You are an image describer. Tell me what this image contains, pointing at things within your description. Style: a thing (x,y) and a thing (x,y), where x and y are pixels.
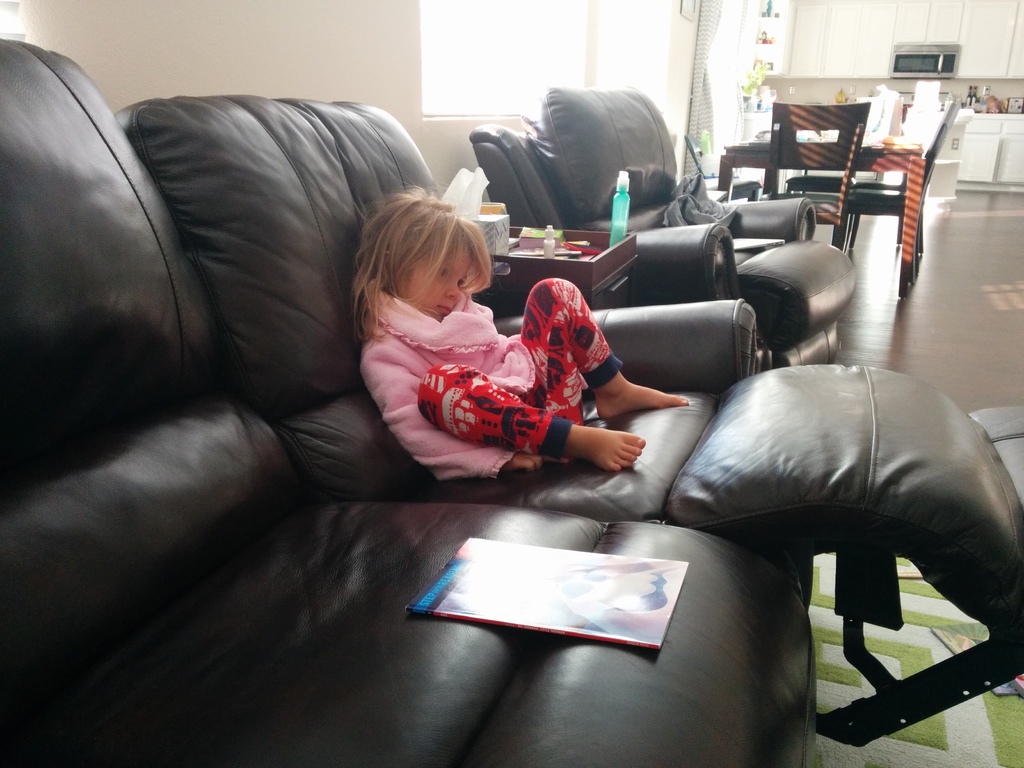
Here is a kid (485,413) who is wearing pink color top (453,345) and red color bottom (547,308), she is sitting on a sofa (191,420) which is of black color and there is a book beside her, to the right side of the kid (475,229) there is a table (536,261) and there are some utilities (520,245) on the table (524,257) and beside the table (628,239) there is another sofa (648,249) and beside the sofa (670,199) there is dining table (893,166) and a oven (911,73), there are also few cupboards (980,137) beside this oven (938,48). In the background (348,83) there is a wall (352,65) and beside the wall (360,78) there is a window (612,40) and beside that there is a curtain (709,33).
